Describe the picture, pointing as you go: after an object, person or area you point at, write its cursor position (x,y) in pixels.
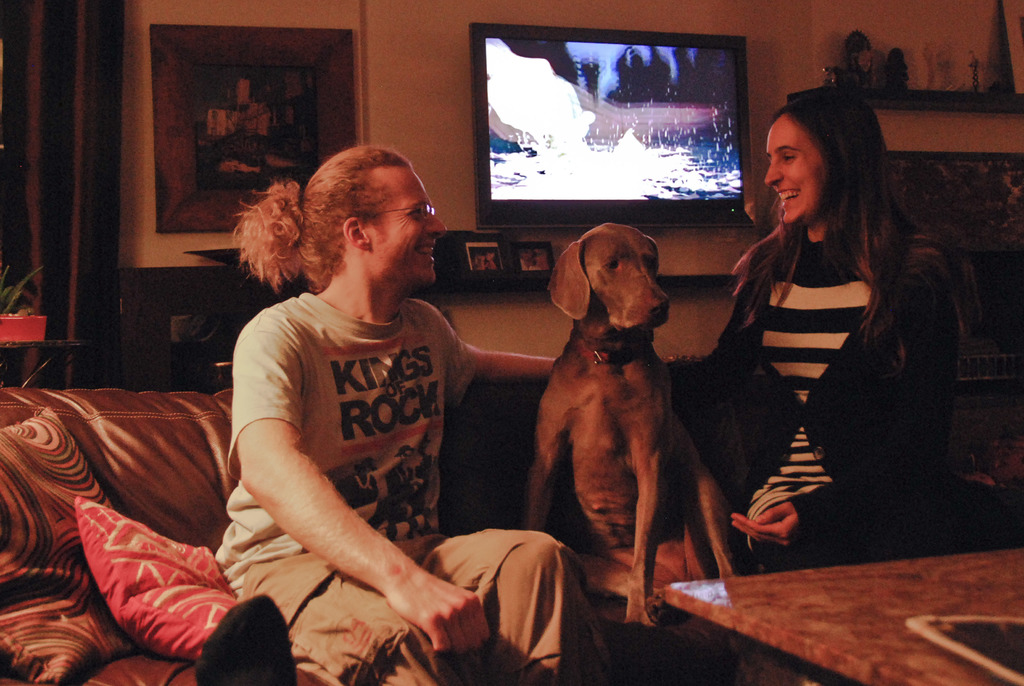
Here we can see a couple of people (848,396) sitting on a couch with a dog (673,455) in the middle (651,371) and behind them we can see a television (575,113) and a portrait (216,144) present.
